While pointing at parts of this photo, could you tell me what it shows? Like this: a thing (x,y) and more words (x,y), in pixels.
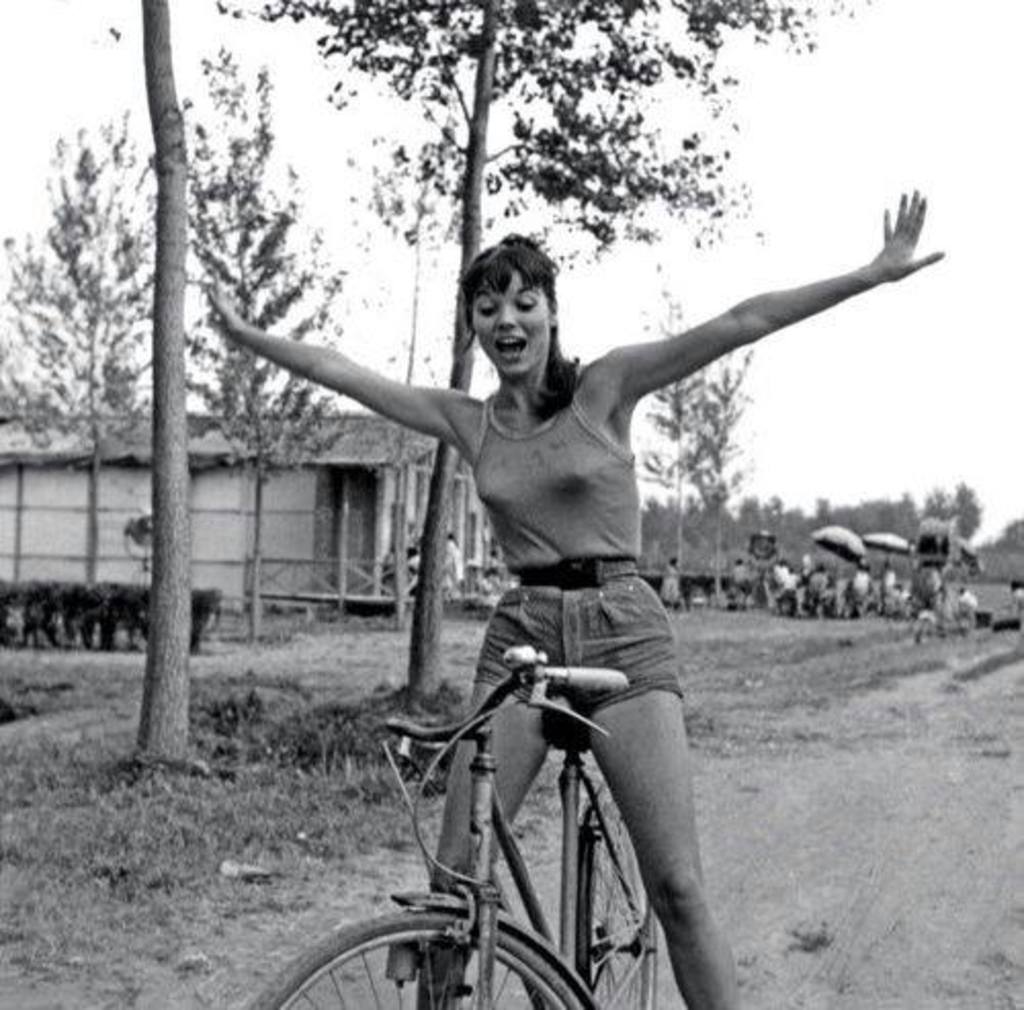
This is a black and white picture. In this image we can see one woman (548,554) sitting on a bicycle (321,966), some tents (838,554), one house (278,522) with a fence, so many trees (163,617), plants (293,732), bushes (27,605) and grass (980,633). There are so many people (915,619), some people (820,597) are standing and some people (741,572) are sitting. Some objects (756,551) are on the surface (957,702) and at the top (792,176) there is the sky (788,111).
